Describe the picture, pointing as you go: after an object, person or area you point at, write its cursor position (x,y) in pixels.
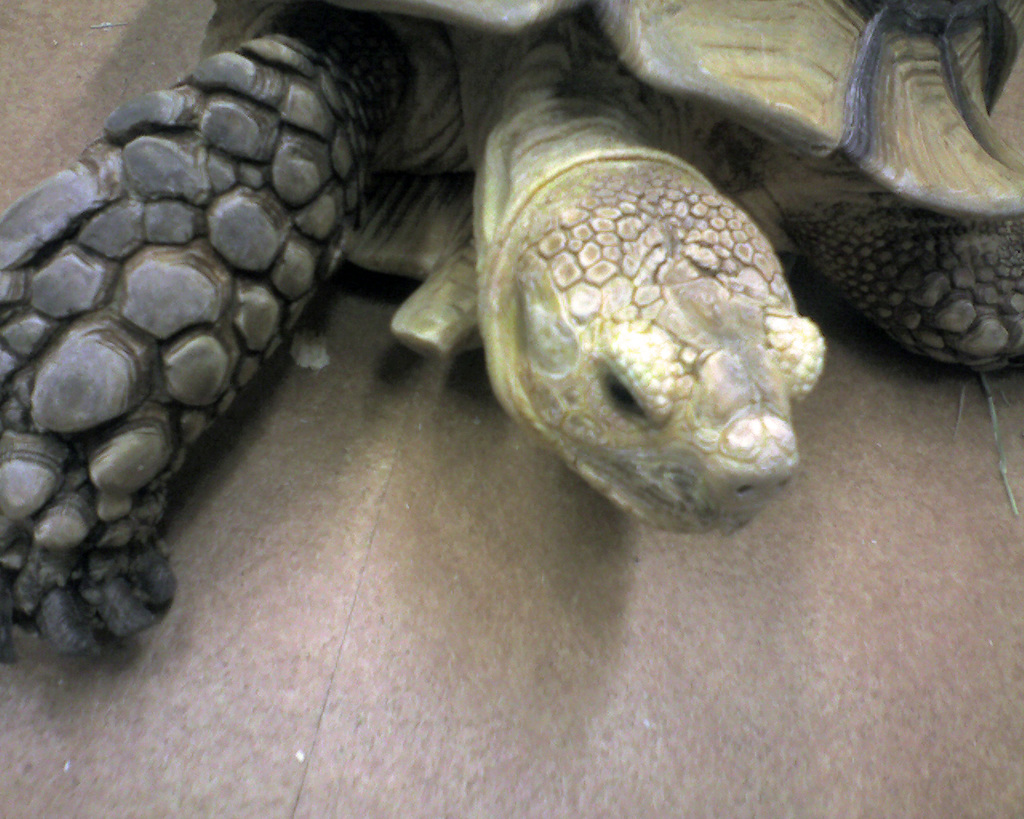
In this picture we can see a reptile (618,329).
